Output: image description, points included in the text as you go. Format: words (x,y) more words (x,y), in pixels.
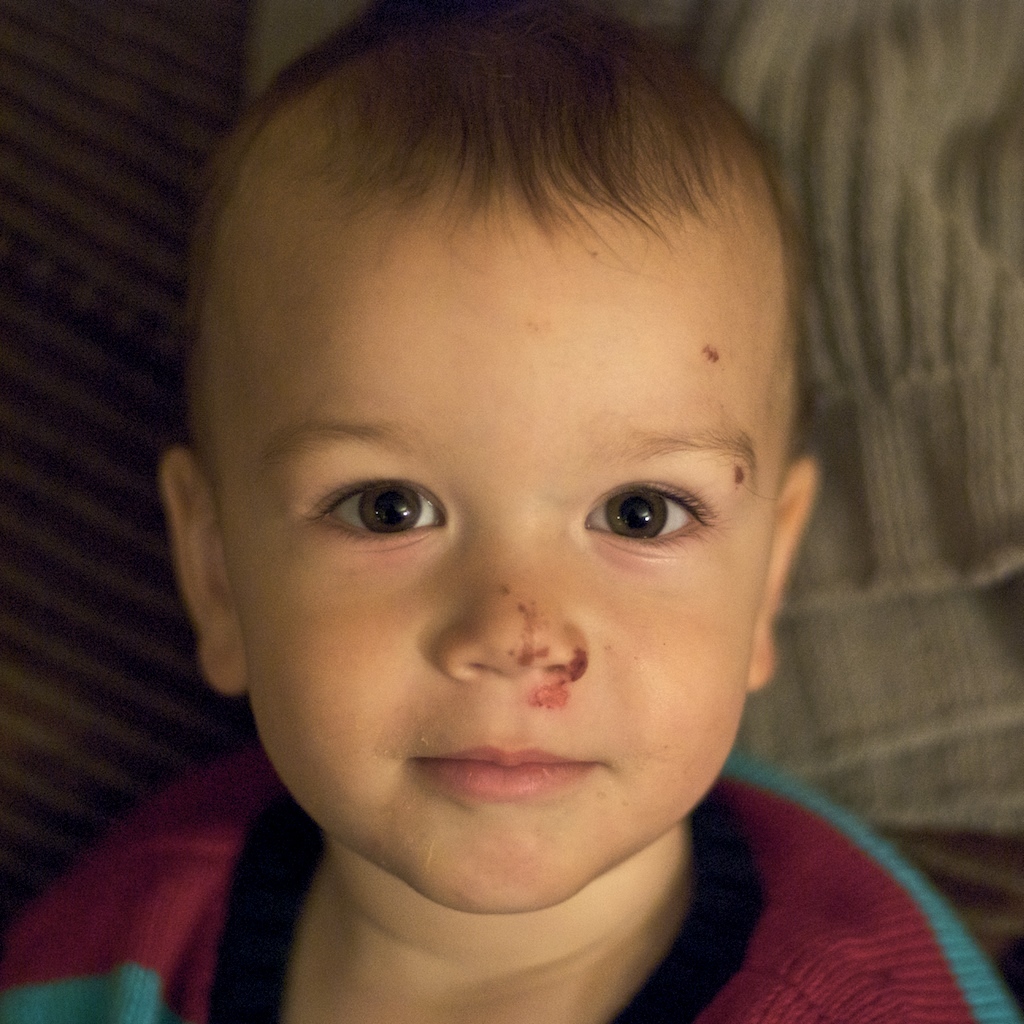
In this picture there is a boy (342,818) with t-shirt (177,1012). At the back (906,799) there is a off white color cloth (972,539) and there is a black and off white color striped cloth (162,660).
